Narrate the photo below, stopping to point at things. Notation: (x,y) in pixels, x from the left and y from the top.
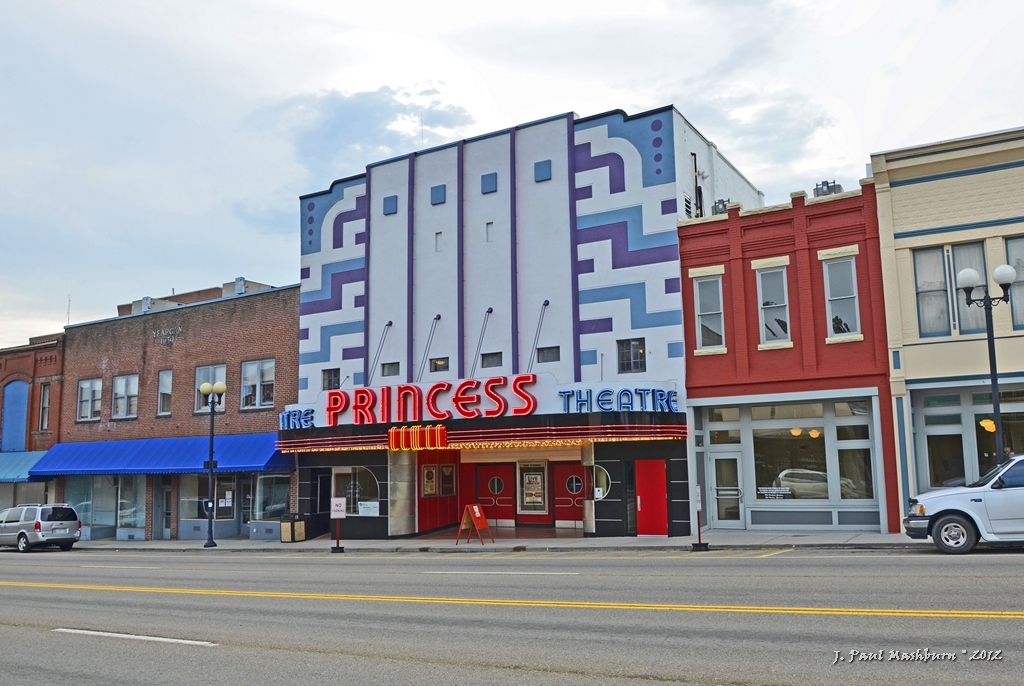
In this image there are cars (951,504) on the road (473,593). There are street lights (994,380), boards (364,506). In the background of the image (683,327) there are buildings (659,312) and sky (765,89). There is some text (992,657) on the right side of the image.
